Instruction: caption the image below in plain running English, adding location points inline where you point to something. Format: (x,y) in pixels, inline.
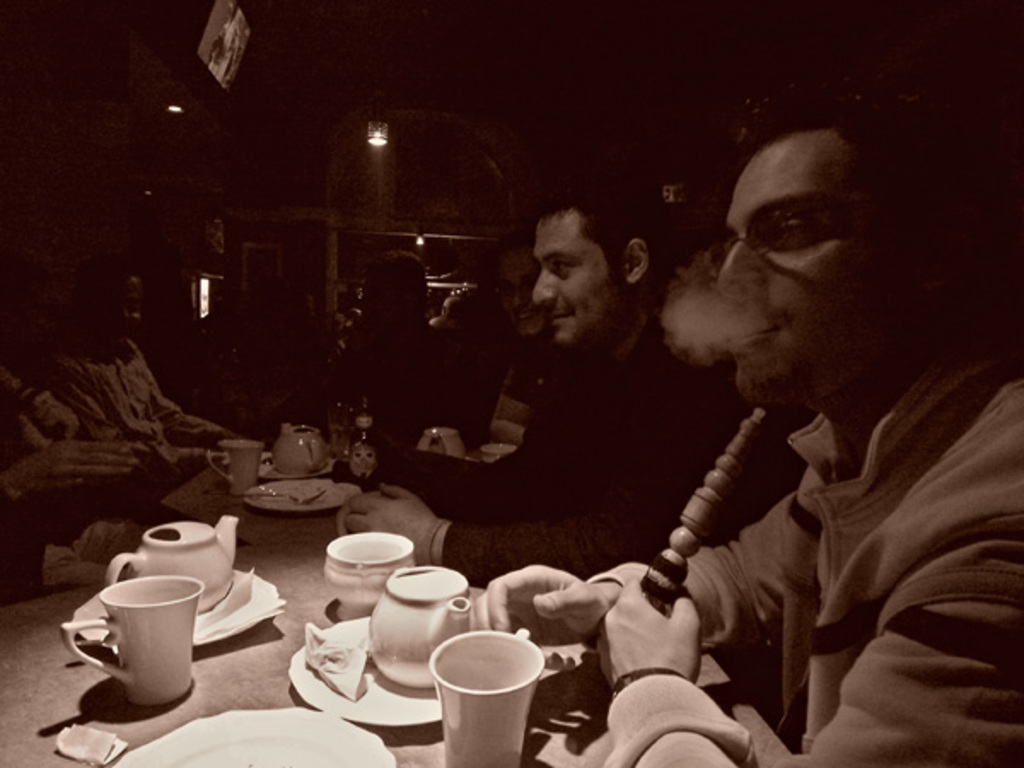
In this image we can see a few persons (412,311). Here we can see a man (768,534) on the right side (788,562) and he is holding a smoking device (688,555) in his left hand (672,667). Here we can see a man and he is smiling. This is a table (289,678) where the tea jars (197,556), cups (194,621) and plates (319,717) are kept on it. Here we can see a spoon (262,492) in the plate (282,483). Here we can see a television (238,58) on the top left side (227,66). Here we can see the lighting arrangement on the roof (256,67).
